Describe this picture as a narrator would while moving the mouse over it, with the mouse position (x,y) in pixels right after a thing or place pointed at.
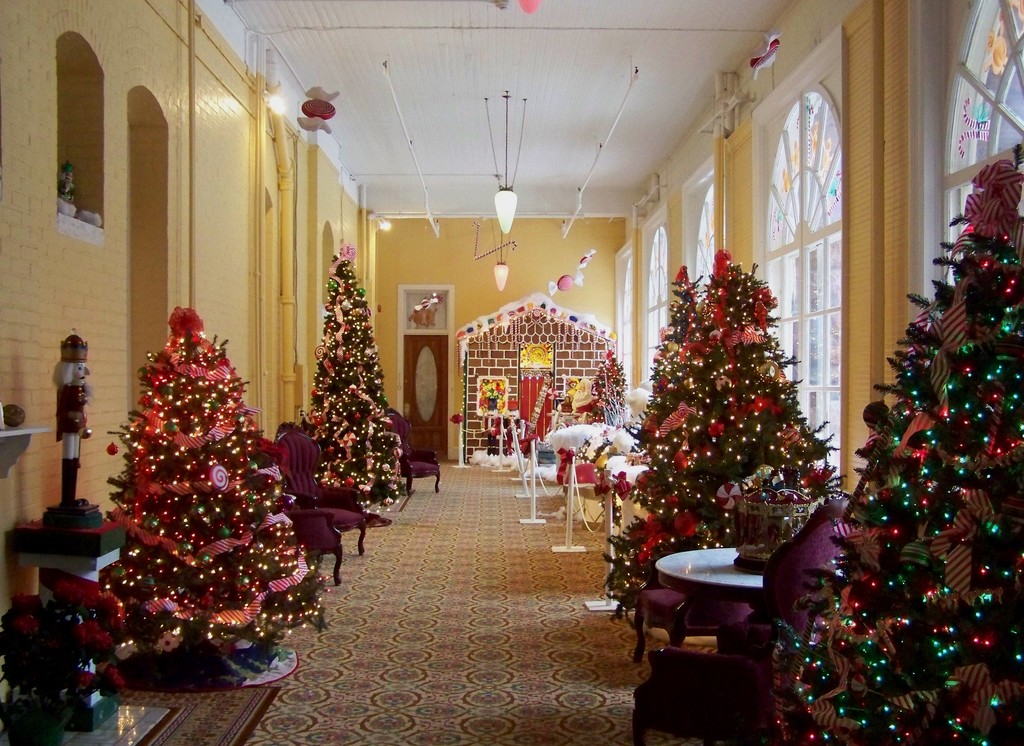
In this picture there are some trees (886,639) decorated with lights (890,525) and in between there are tables (704,550) and a railing (611,593) here. In the background (432,266) there is a wall (493,259) and some ceiling lights (502,211) here.
